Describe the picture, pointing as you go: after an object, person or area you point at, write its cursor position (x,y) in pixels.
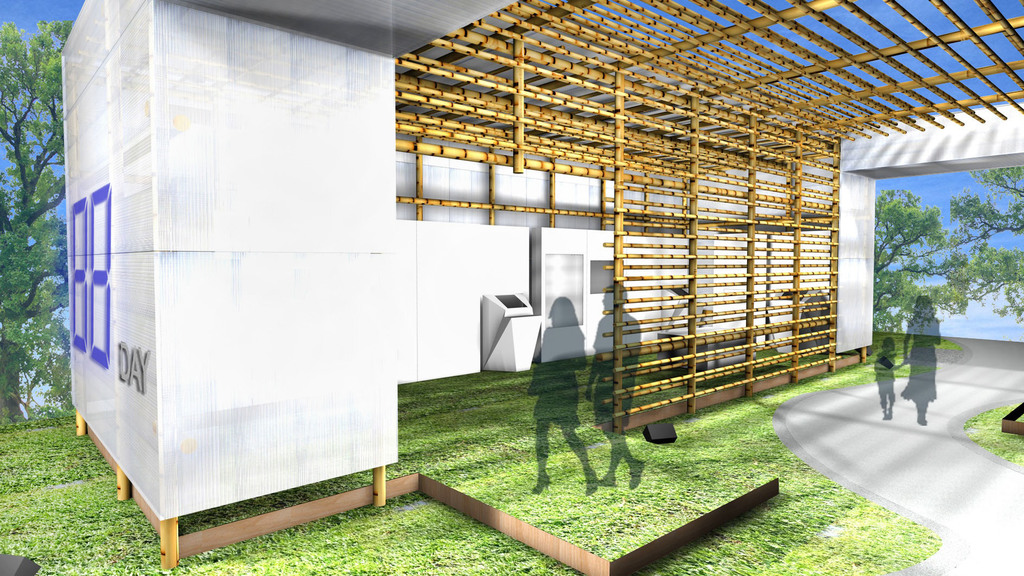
In this image, we can see a shed (445,187) and in the background (61,136), there are trees (45,101) and we can see shadows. At the bottom (780,481), there is a road (840,478) and ground (836,510) and at the top (653,35), there is a roof (650,40).
